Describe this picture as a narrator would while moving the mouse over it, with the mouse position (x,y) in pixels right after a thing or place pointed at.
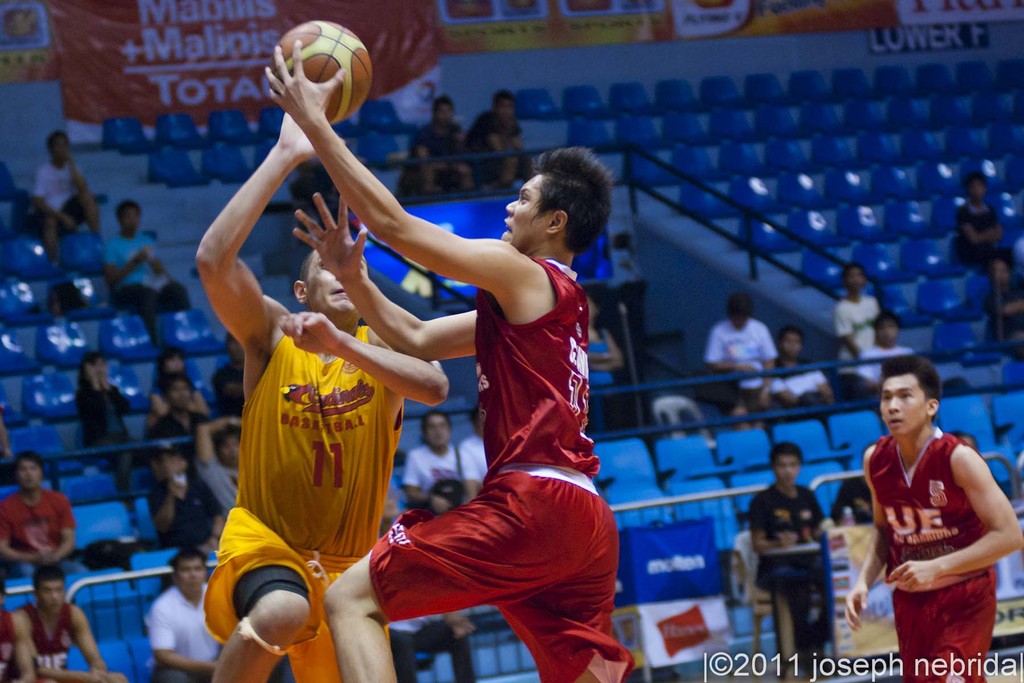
This picture describes about group of people (524,321), few are seated and few people (503,456) are playing game, in the background (757,165) we can see few banners (756,18), metal rods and chairs (766,93), at the right bottom of the image (778,666) we can find a watermark (796,653), and also we can see a ball (311,77).
